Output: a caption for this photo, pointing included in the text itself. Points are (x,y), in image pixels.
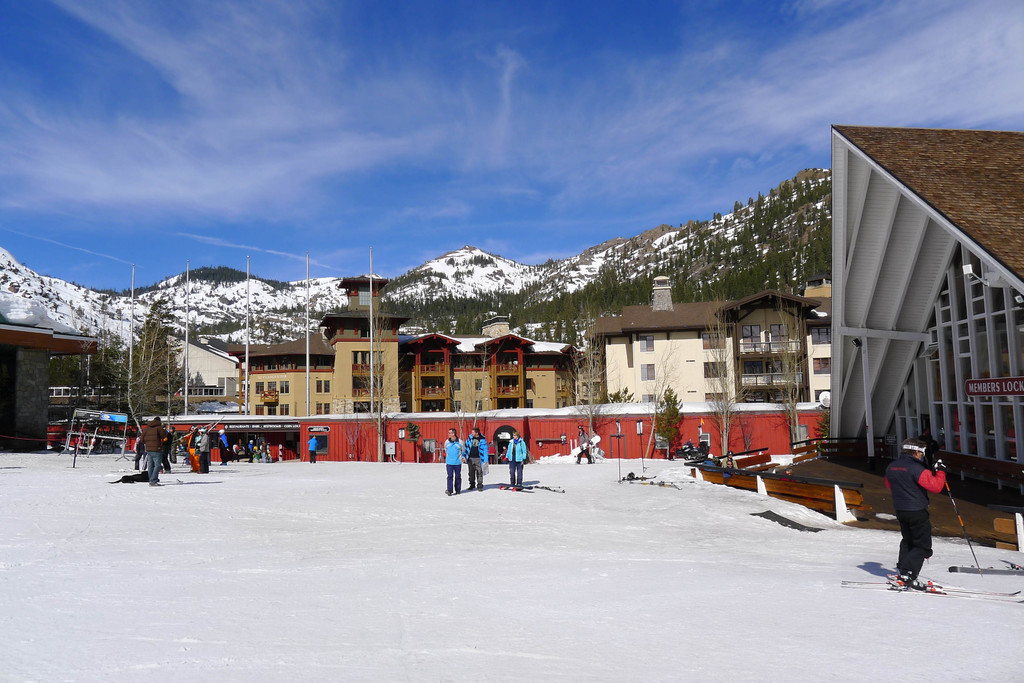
In this image I can see there are persons (136,445) standing in the snow (878,551) and one person (927,542) is holding a ski stick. And at the back (674,364) there are buildings (868,235). In front of the building (298,398) there is a shed (540,418). At the backside of the building (389,334) there are trees (749,236), Mountain (477,255) and a sky (306,141).
